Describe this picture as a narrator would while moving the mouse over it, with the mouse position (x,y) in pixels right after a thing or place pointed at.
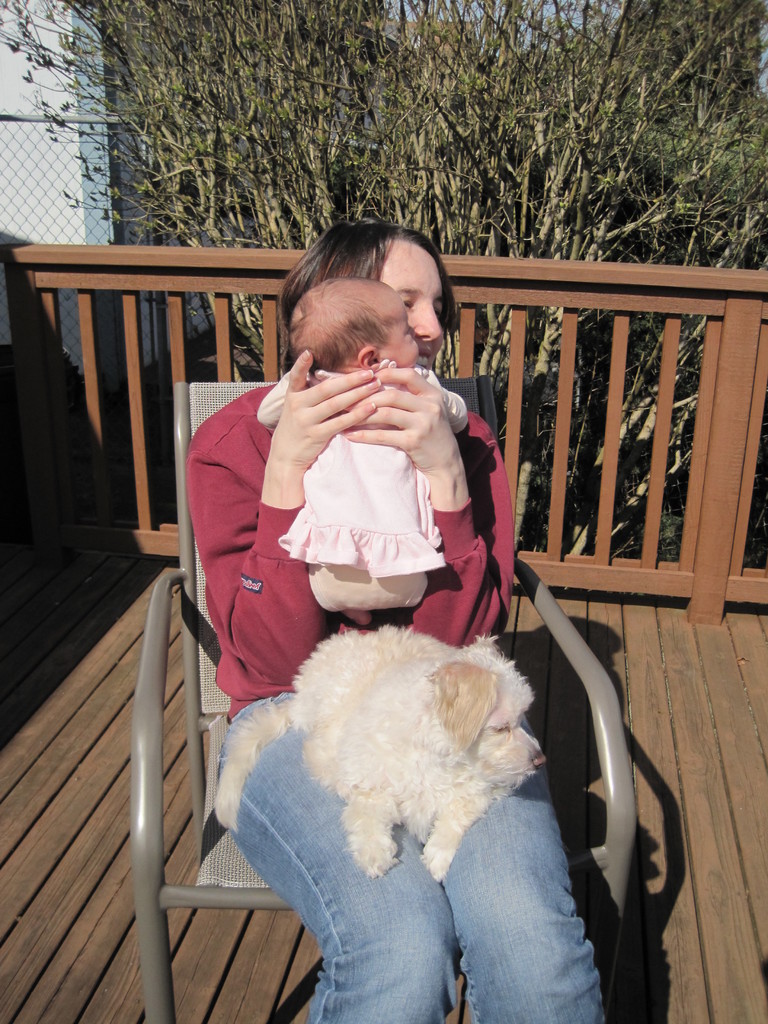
This image is clicked outside. There is a tree (442,136) on the top (548,88) and there is a chair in the middle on which a woman (373,618) is sitting. She is holding a baby (384,473) in her hand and she also has a dog (397,813) on her lap (499,841). She is wearing red color t-shirt (262,528) and blue color jeans (416,954).
